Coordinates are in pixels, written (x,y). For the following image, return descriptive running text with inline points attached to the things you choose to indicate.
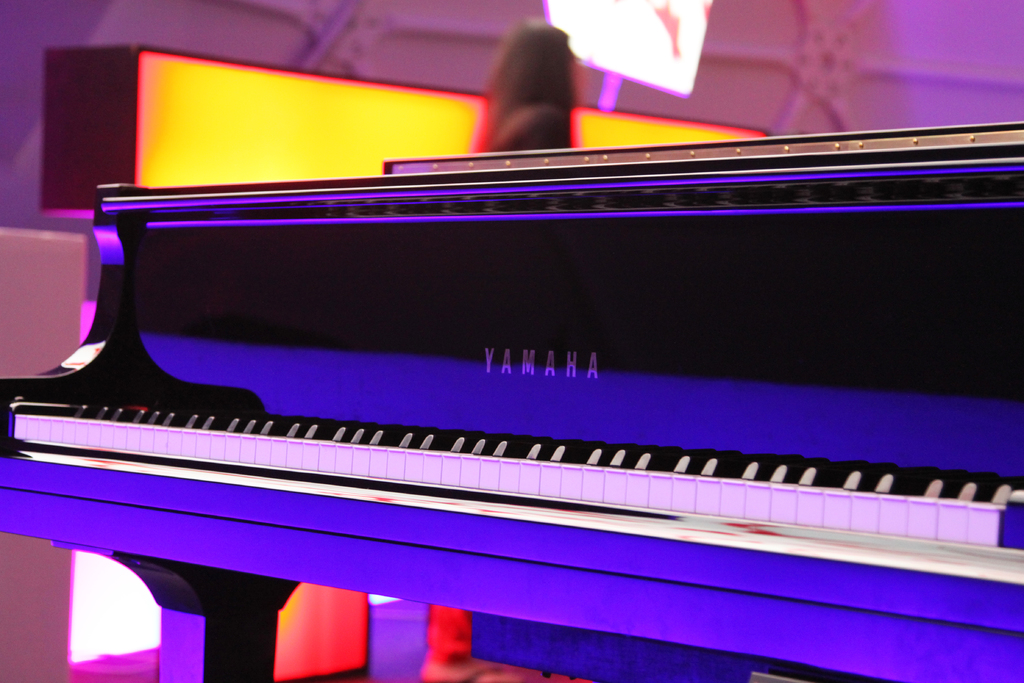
In this picture, there is a piano (673,447). In the middle of the image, there is one person (538,138). In the background (577,20), there is a board (645,62) white in color. In the image, there is a light (419,90) yellow in color. The background (975,48) is pink in color. It looks as if the picture is taken inside the hall (594,90).
